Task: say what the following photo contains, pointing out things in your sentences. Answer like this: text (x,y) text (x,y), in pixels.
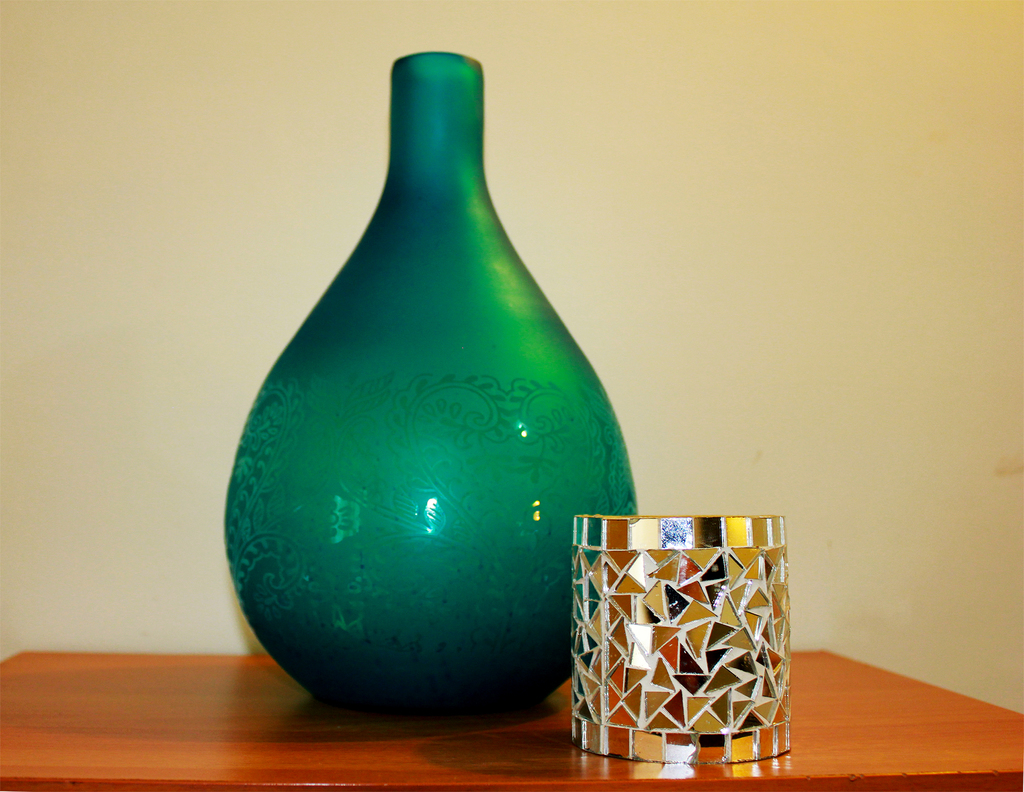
In this picture I can see there is a flower vase (423,567) and a pen stand (617,678) here on the table (50,753) and there is a design (516,419) on the vase (327,501). In the backdrop (79,185) I can see there is a wall (814,446).
